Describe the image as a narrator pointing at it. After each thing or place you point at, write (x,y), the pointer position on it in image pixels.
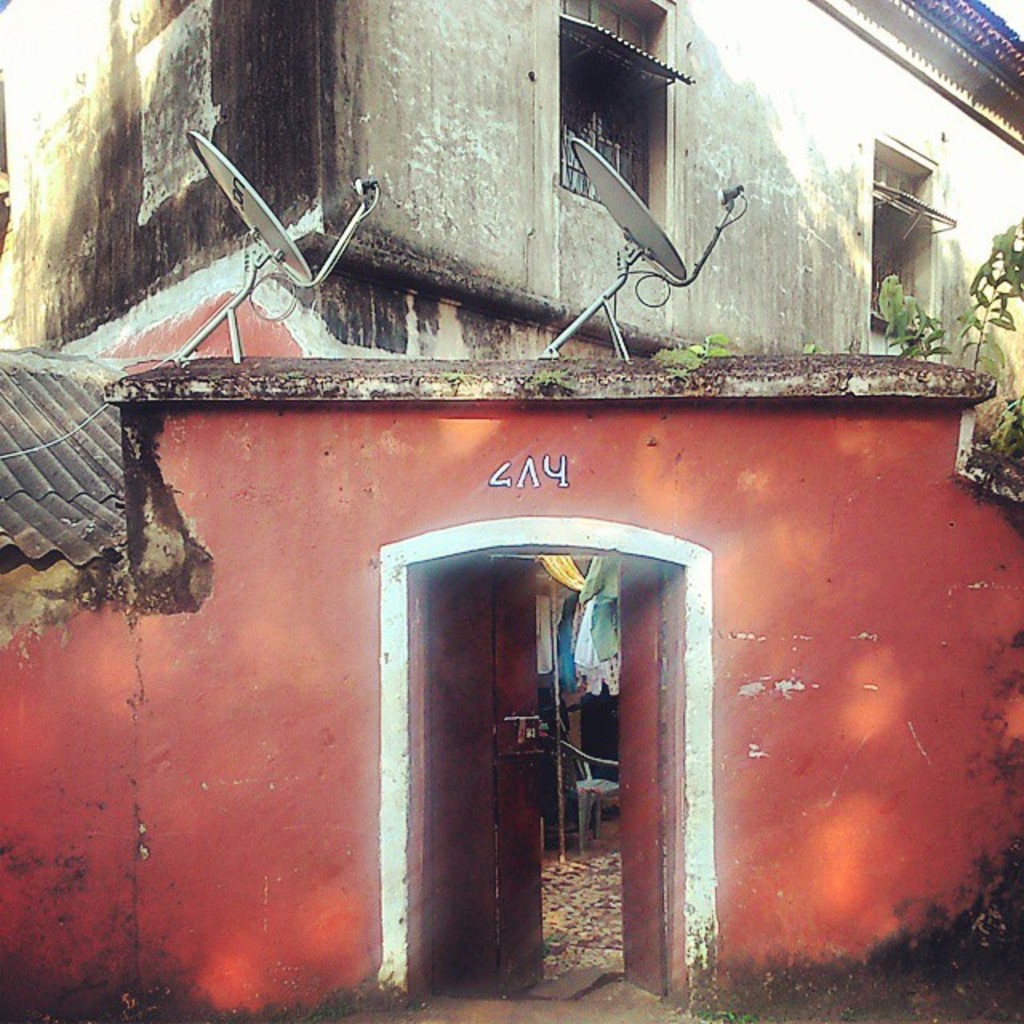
In this image I can see the building (171,658) which is orange, black and ash in color and two antennas (603,293) on the building (715,159). I can see a plant (1023,263) and few windows (877,304) of the building (515,126).
